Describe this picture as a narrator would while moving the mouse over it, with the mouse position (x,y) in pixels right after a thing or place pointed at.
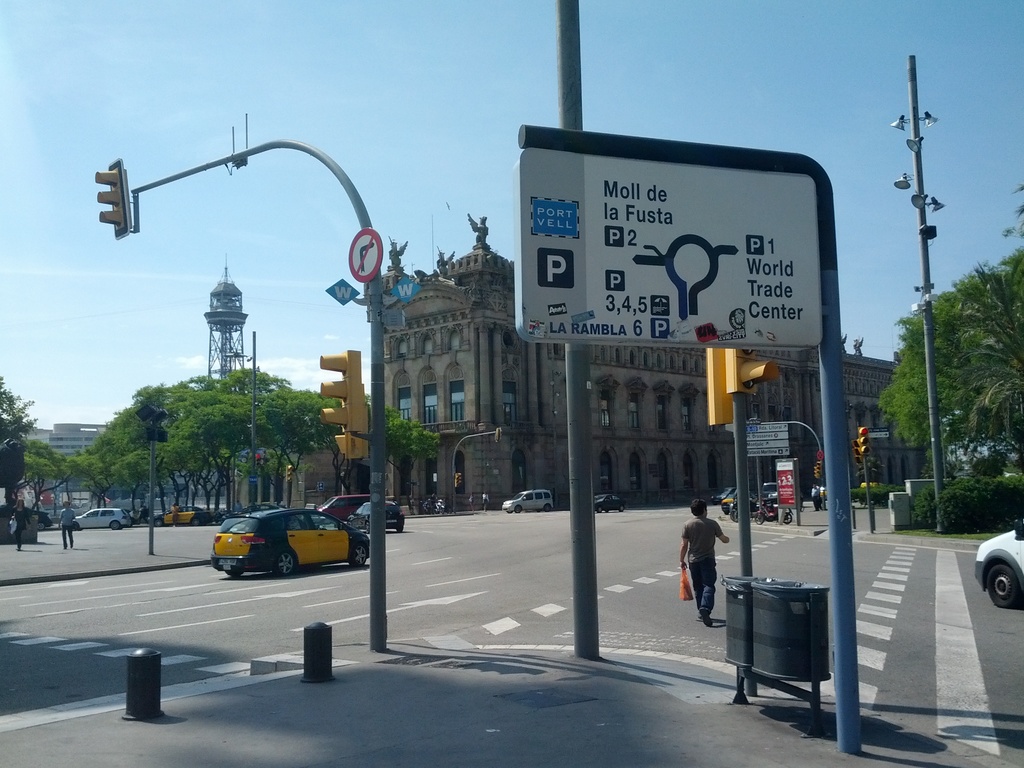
This picture is clicked outside. On the right (776,296) we can see the text (634,217) and numbers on the board (580,218) attached to the metal rod (717,162), we can see the lights (927,122), traffic lights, poles (383,497), vehicles (1003,552), group of persons (27,522) walking on the ground (458,574) and we can see some other objects (765,628). In the background (295,326) we can see the sky (428,124), sculptures (482,231) of some objects (423,271), buildings (448,378), tower (231,335), trees (246,416), plants (973,495) and many other objects (771,433).
